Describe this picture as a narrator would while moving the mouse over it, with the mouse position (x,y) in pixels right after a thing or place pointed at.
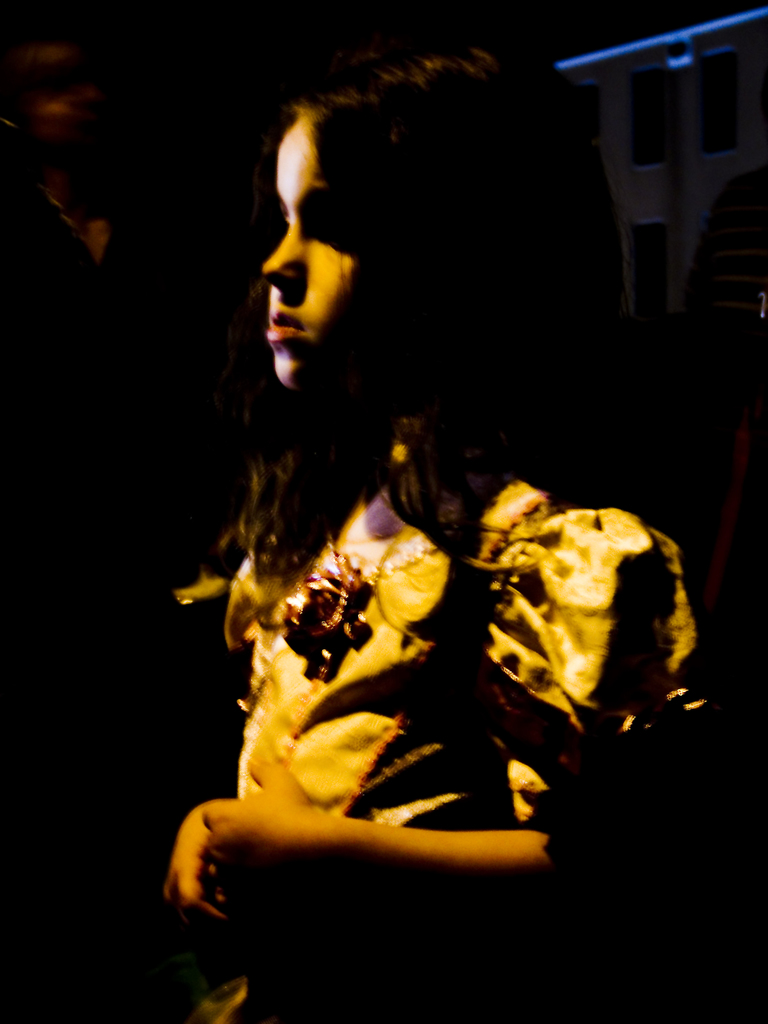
In this picture we can see a little girl (498,120) standing and looking at somewhere. The background (237,244) is dark.
